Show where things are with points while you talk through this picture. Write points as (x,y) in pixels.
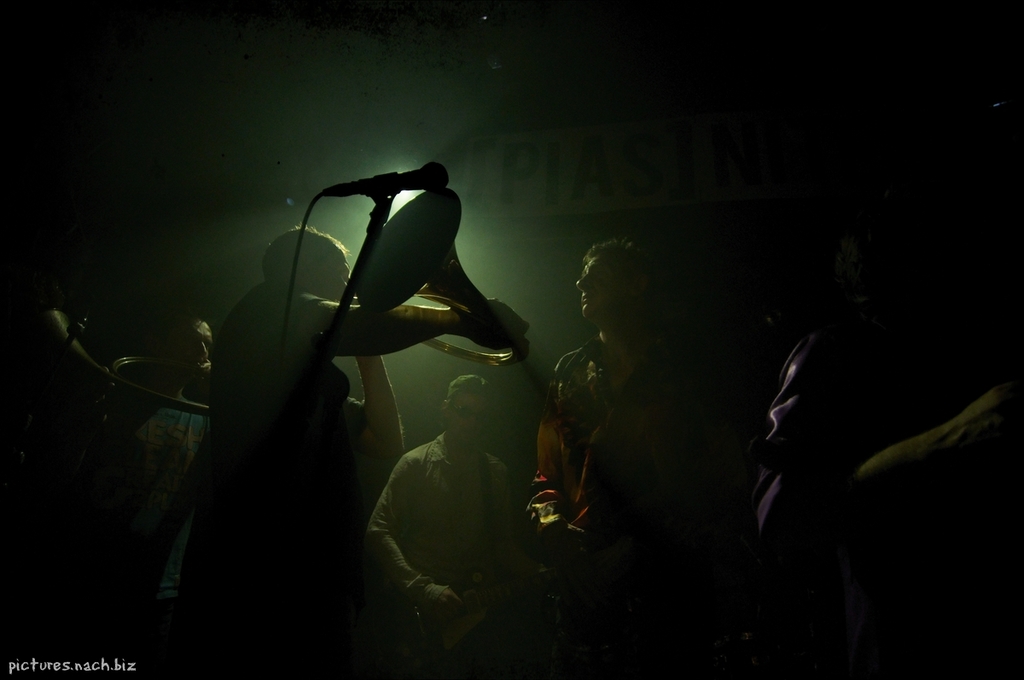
In this image I can see the dark picture. I can see few persons (652,447) standing, few of them are holding musical instruments (439,297) and I can see a microphone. I can see the dark background (488,95).
